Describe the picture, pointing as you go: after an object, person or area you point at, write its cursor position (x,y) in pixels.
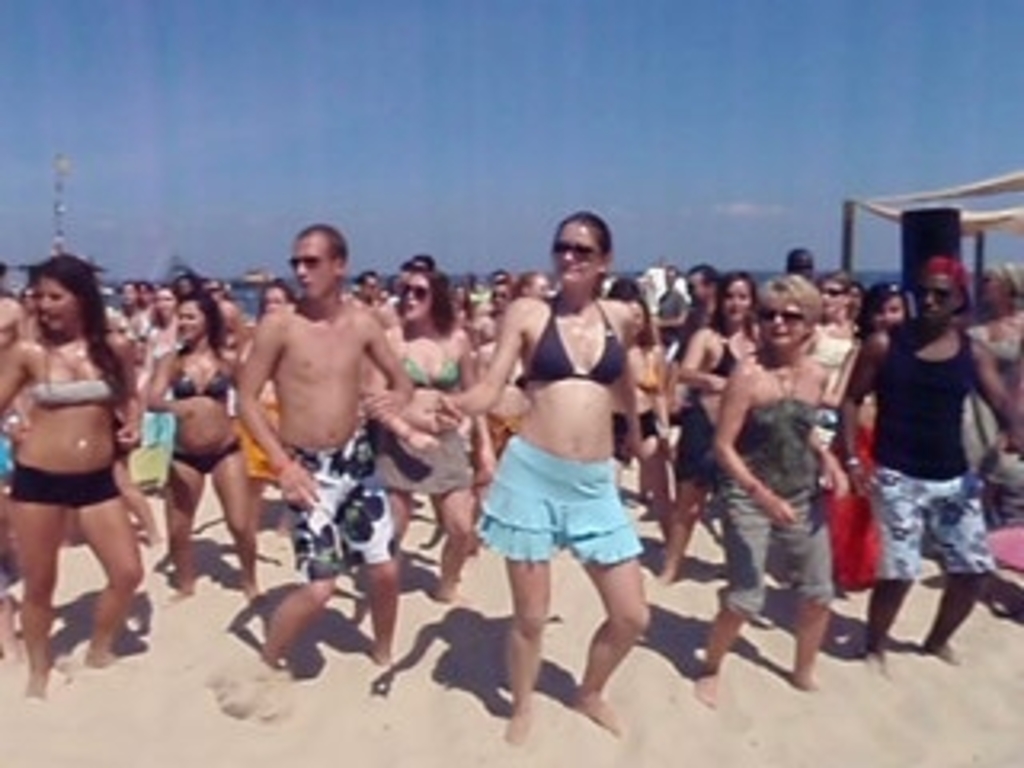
In this image we can see men (334,580) and women (540,532) standing on the seashore (700,592). In the background (472,204) there are sea (257,293), tower (61,159) and sky (655,160).
